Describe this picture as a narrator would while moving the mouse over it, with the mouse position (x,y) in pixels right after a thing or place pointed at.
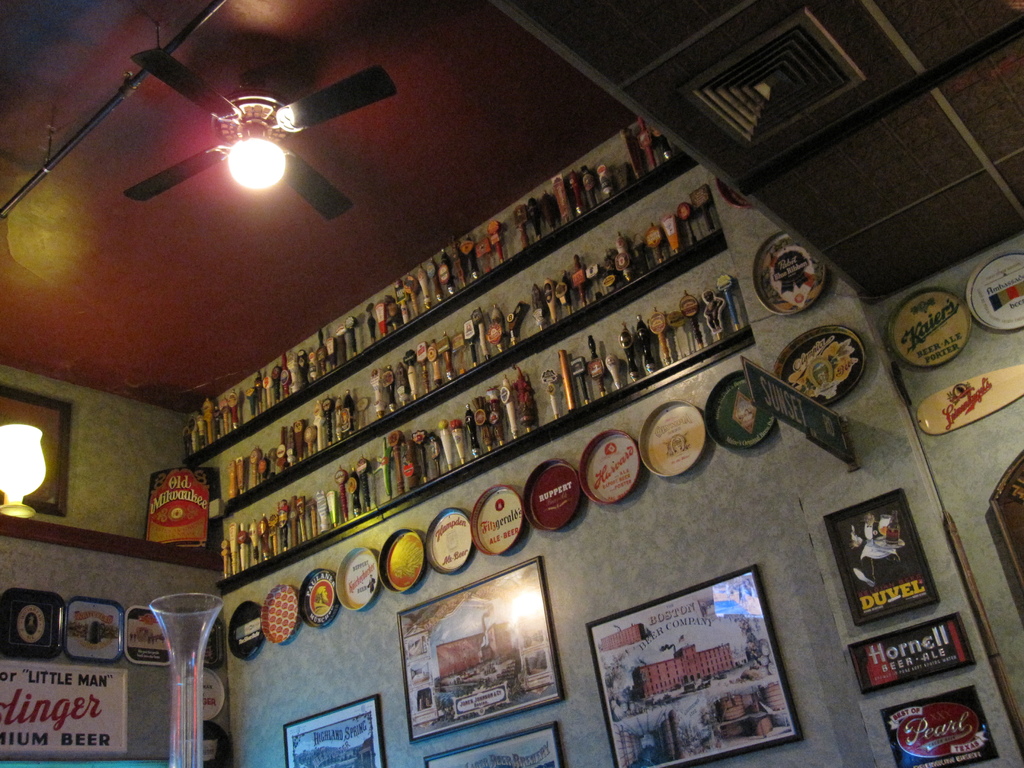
In this image I can see few frames (496,575), plates (451,545), few objects (527,412) on rack (576,414), boards (802,428) are attached to the wall (739,513). I can see lights (280,171) and ceiling (340,143).
